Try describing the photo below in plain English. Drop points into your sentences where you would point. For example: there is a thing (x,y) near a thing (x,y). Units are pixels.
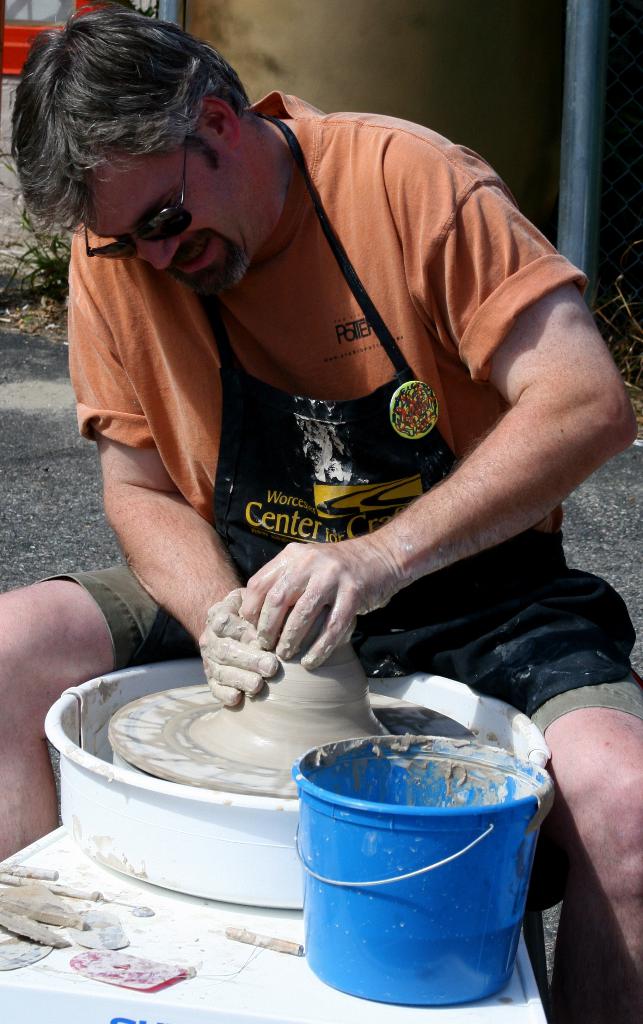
This image is taken outdoors. In the middle of the image (286,480) a man (163,582) is sitting on the stool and he is making a pot (271,693) with clay (271,693) on the machine (135,719). There is a bucket (357,847) with clay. In the background (8,483) there is a road (20,419) and a wall (253,66).
